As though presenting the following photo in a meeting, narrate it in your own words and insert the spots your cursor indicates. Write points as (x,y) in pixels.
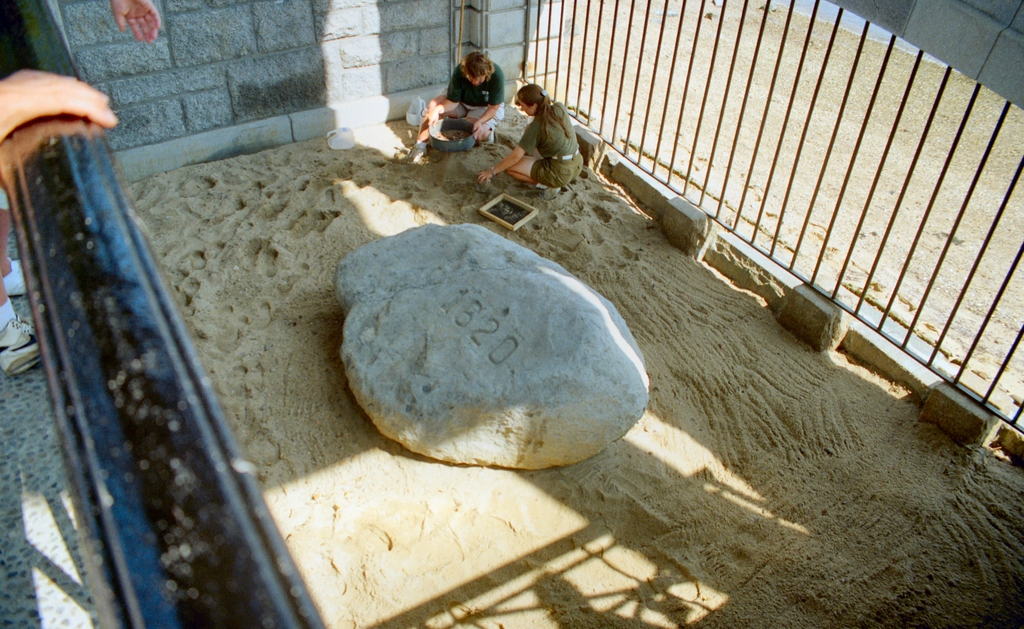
In the center of the image (448,309) there is a rock (443,298) on the sand (537,548). On the right side (991,223) we can see fencing (685,180). On the left side (15,114) there is a human hand (32,92). At the top of the image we can see persons (462,108) sitting on the sand (385,180). In the background (283,96) there is a wall (231,95).
